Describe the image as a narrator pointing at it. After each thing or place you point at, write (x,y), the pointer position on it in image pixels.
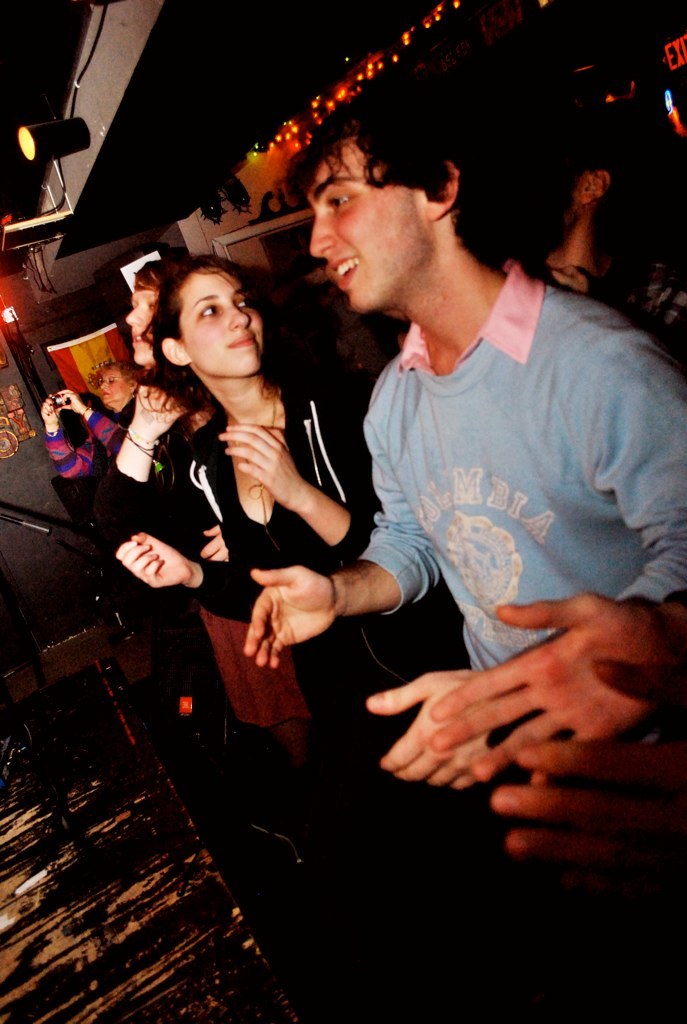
This image consists of many people (364,563). In the front (263,521), we can see a boy (522,529) wearing a blue T-shirt (466,528) and a girl (303,485) wearing a black jacket (337,561). It looks like a pub (165,213). At the top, we can see a lamp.
